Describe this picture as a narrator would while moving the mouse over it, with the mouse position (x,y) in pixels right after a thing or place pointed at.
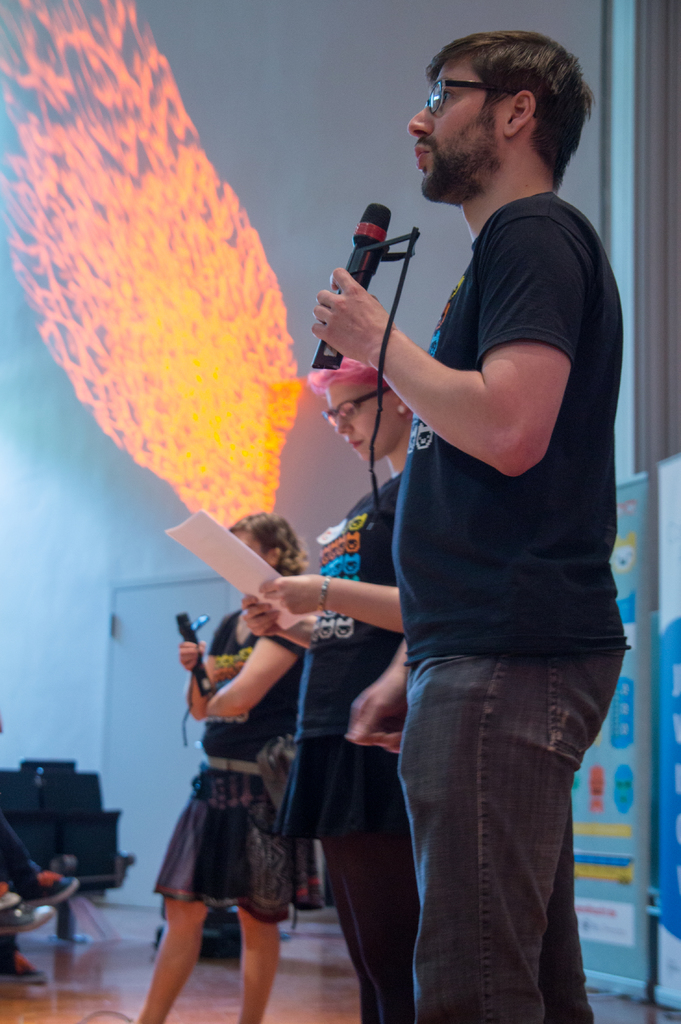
This is an image clicked inside. On the right (535,103) there is a Man (516,361) standing, wearing spectacles (442,104) and holding microphone (394,242) in his hand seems to be talking, next to him there is a Woman (318,667) standing and holding a paper (255,572) in her hand (295,586) and looking in it. In the center (246,669) there is a Woman (229,615) standing and holding a microphone (194,671) in her hand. In the left corner (37,773) there are some chairs (54,808) and also some persons (44,881) sitting on the chairs (72,851). In the background (246,62) there is a light (183,163), a wall (333,98) and a door (125,698).
